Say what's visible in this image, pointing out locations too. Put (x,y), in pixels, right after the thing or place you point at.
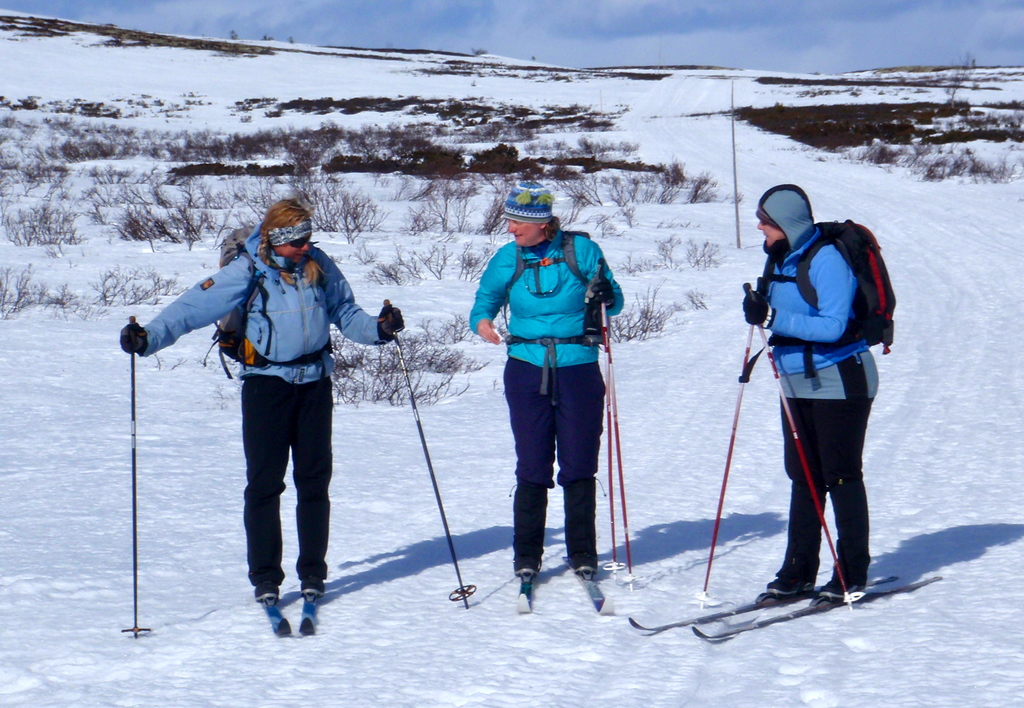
In this image I can see ground (33,413) full of snow (384,595), grass (450,368), shadows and the sky (448,41) in the background (716,76). Here I can see 3 persons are standing on skis (274,624). I can see they all are holding sticks (780,378) and I can see they all are wearing jackets (559,333), gloves (605,276) and two of them are wearing caps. I can also see they all are carrying bags (586,236).
